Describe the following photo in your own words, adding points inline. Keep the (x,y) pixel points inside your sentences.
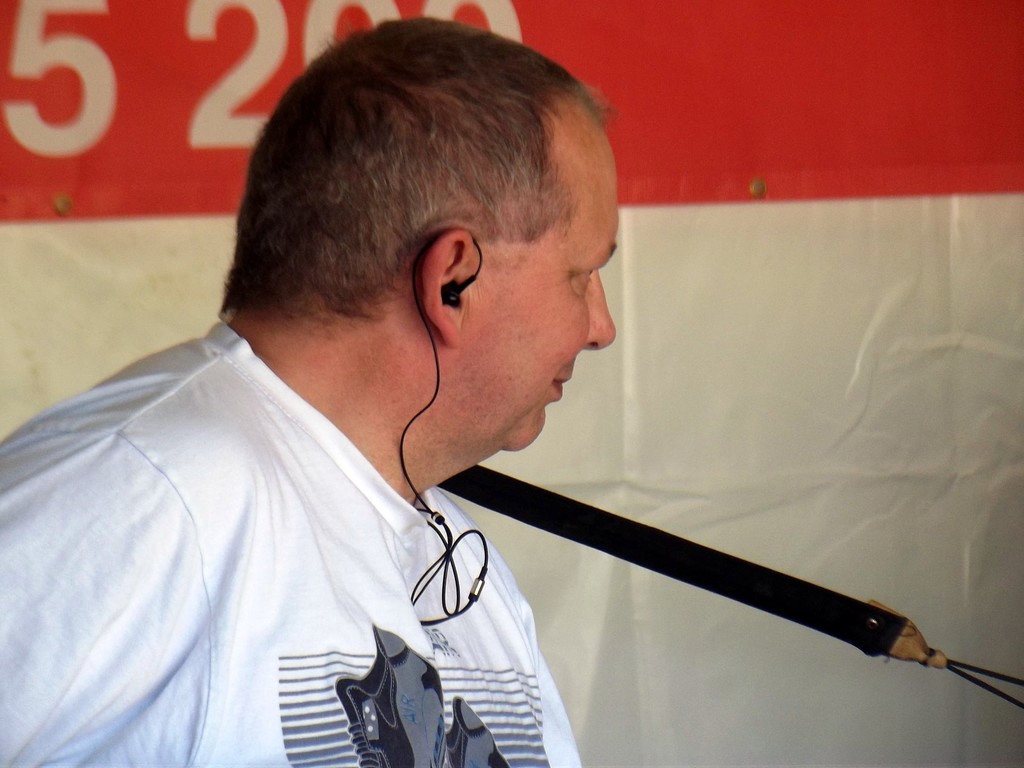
In this image we can see a person (463,401) wearing a headset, there is a banner (661,137) with numbers (248,89) on it, there is an object (555,532) beside to him.
